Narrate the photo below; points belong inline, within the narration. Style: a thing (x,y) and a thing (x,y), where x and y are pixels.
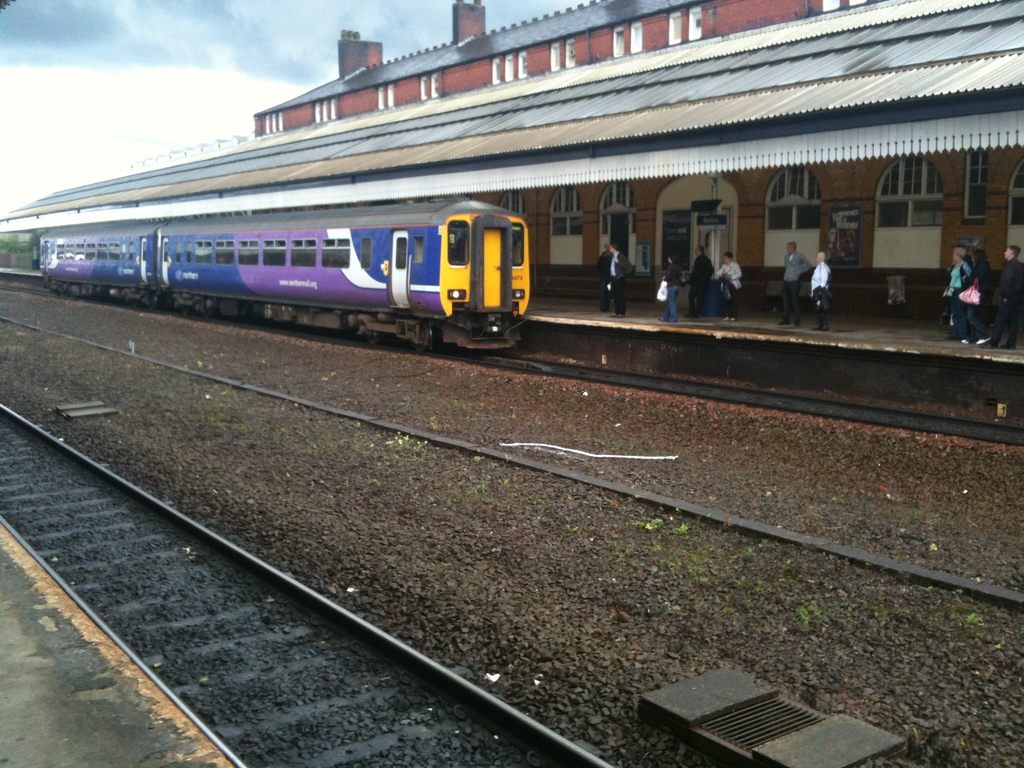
In this image I can see a railway station (358,473) with a railway tracks (204,627) and a train (331,284) and people (608,291) on the platform (631,301) are waiting for the train (418,264).
